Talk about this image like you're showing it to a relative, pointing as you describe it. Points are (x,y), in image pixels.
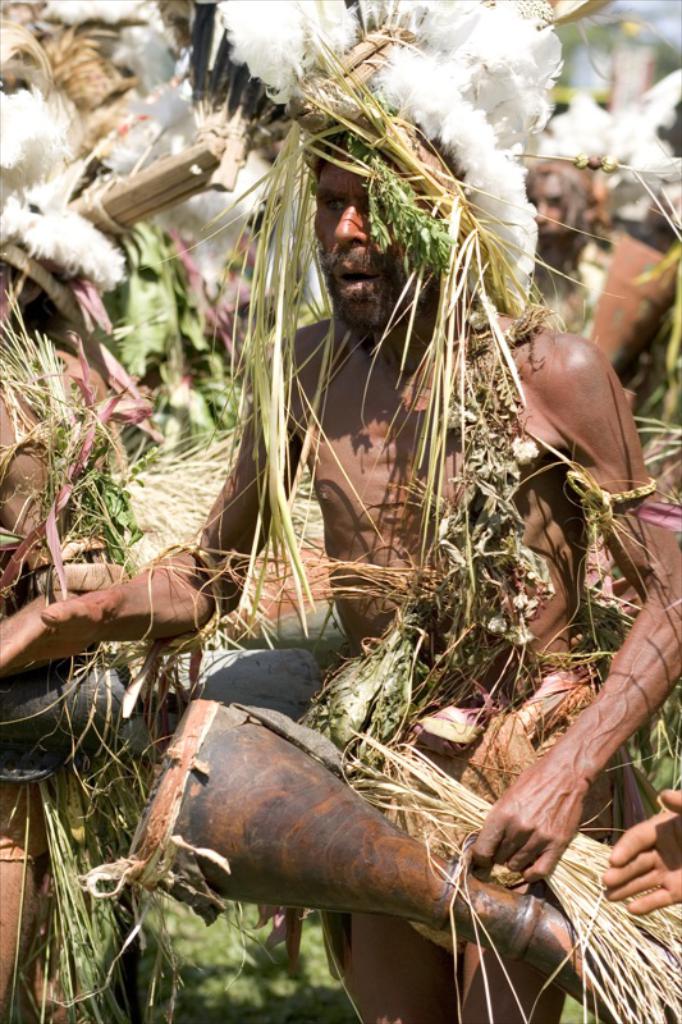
In this image, we can see people (376,188) wearing costumes (50,211).
